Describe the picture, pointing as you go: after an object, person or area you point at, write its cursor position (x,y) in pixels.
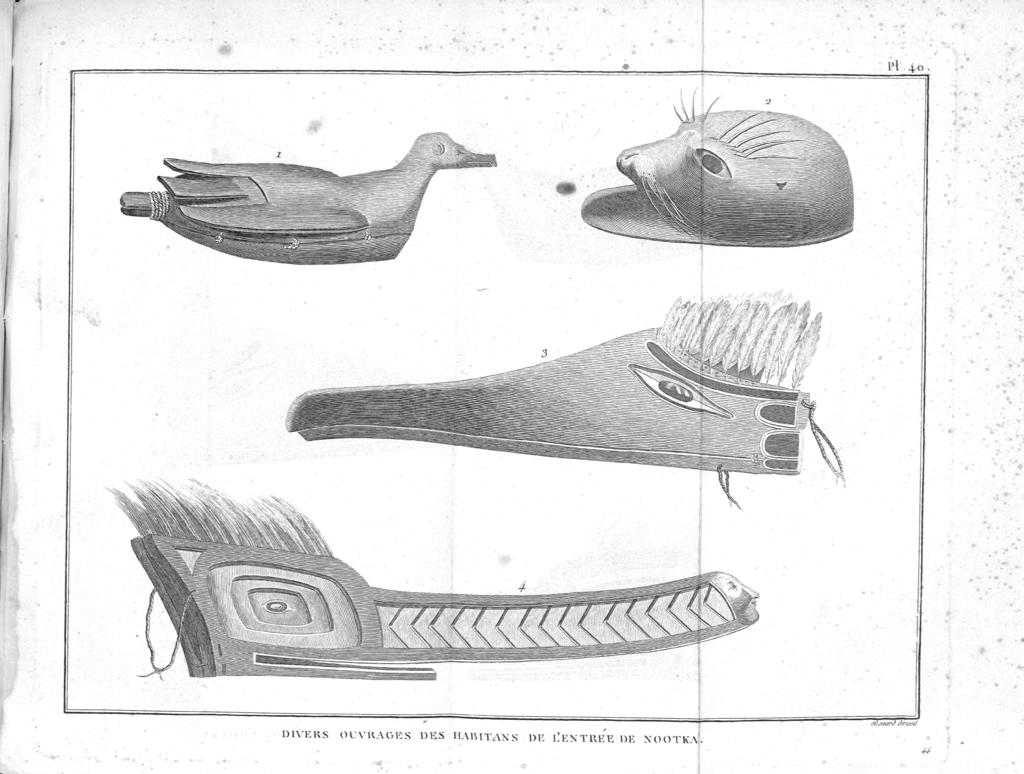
This is a painted image, we can see there are some pictures (413,183) drawn on a white color paper (598,557) in the middle of this image (375,425), and there is some text (478,733) at the bottom of this image (515,737).
